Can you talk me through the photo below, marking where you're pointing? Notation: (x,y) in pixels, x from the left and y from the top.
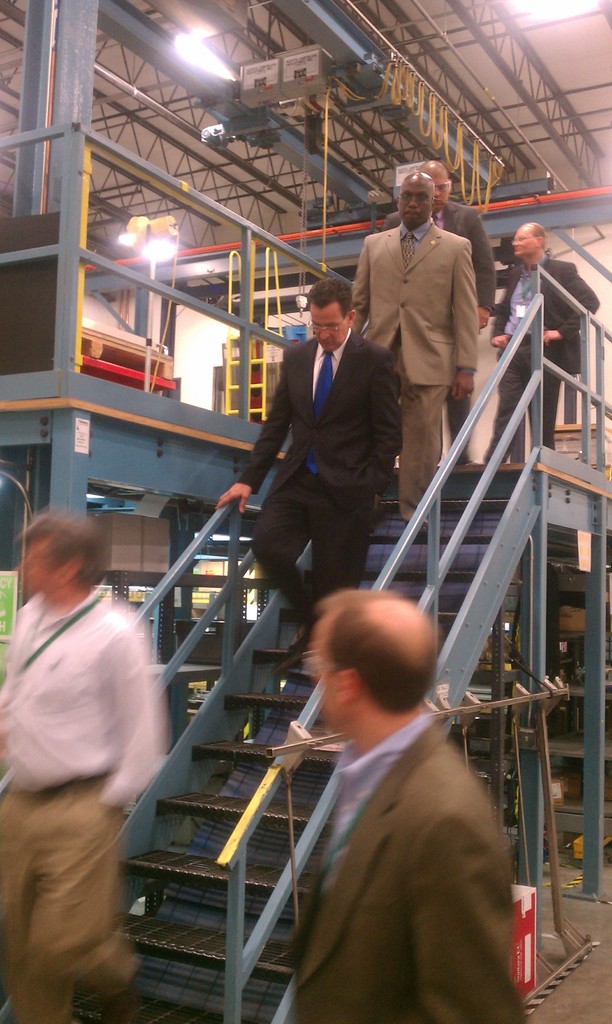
In this picture we can see there are three people (384,837) standing and other three people (300,504) walking on the staircase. Behind the people (365,403) there are some iron objects (52,209), lights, some objects (554,698) and a wall (600,256).
